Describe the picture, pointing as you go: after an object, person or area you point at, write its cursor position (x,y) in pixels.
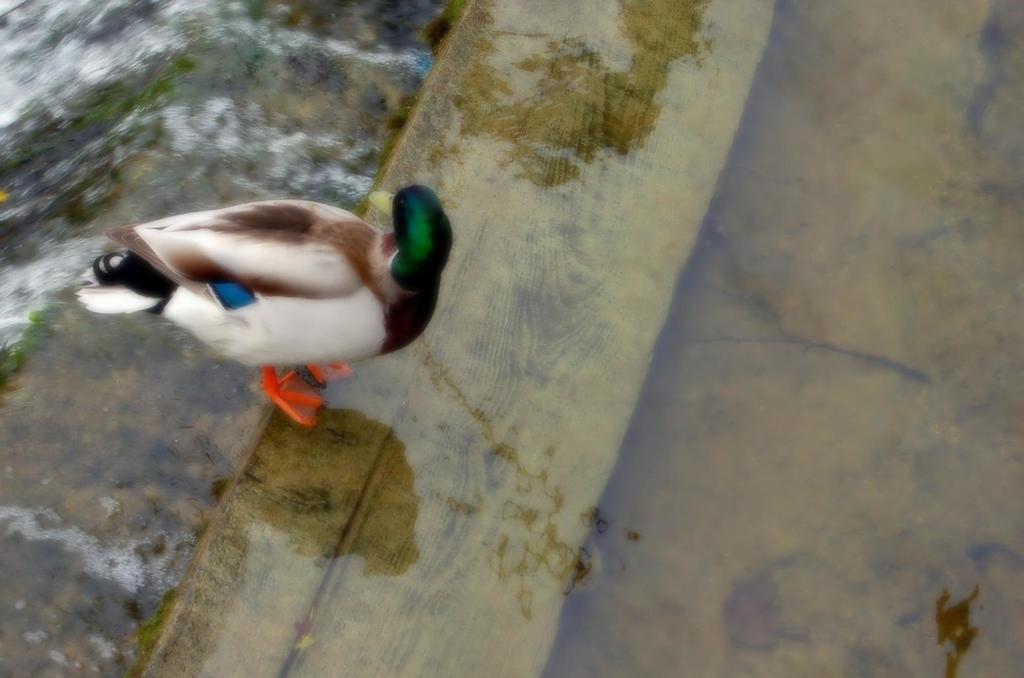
Here I can see a white color bird (340,317) is standing on the ground (267,441) where I can see some water (738,336).
